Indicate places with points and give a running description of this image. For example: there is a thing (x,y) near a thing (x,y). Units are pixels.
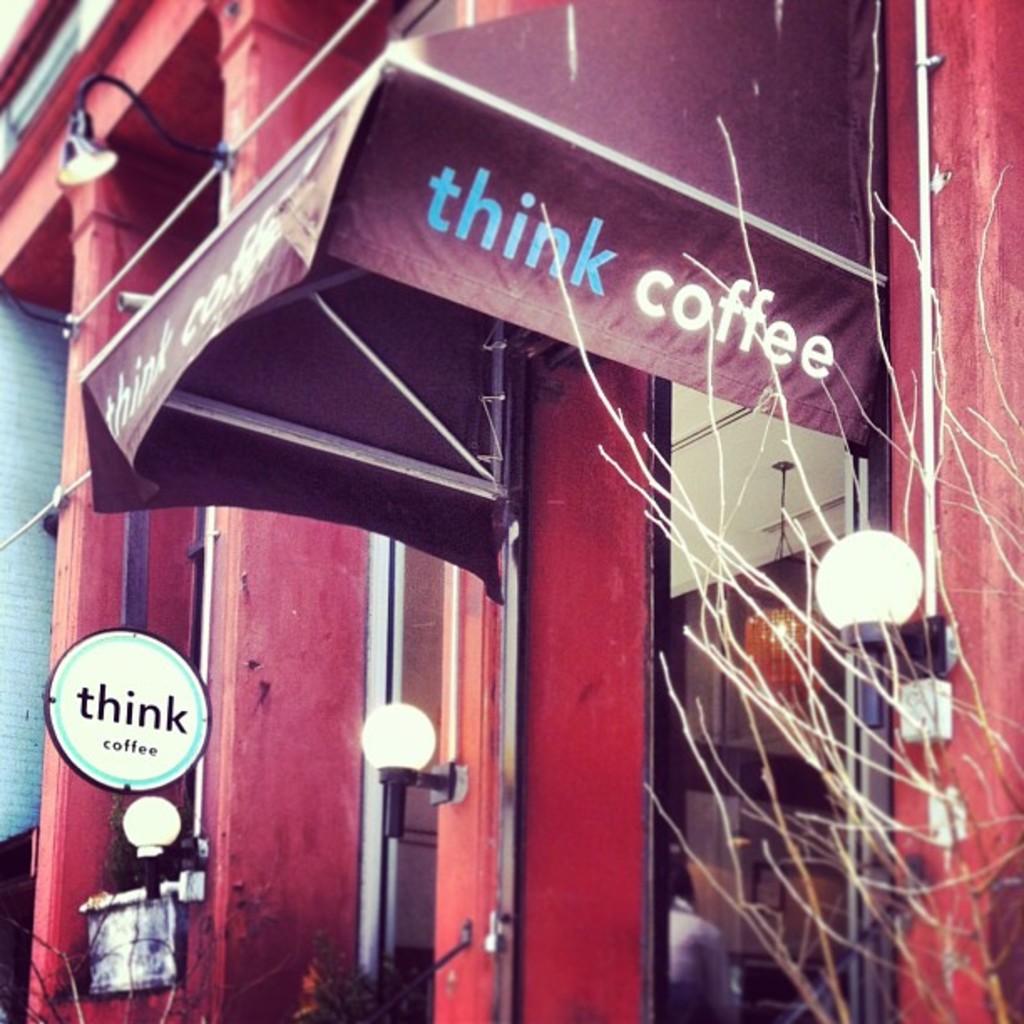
In this image there is a building (414,641) with lights (880,577) in-front of that.
